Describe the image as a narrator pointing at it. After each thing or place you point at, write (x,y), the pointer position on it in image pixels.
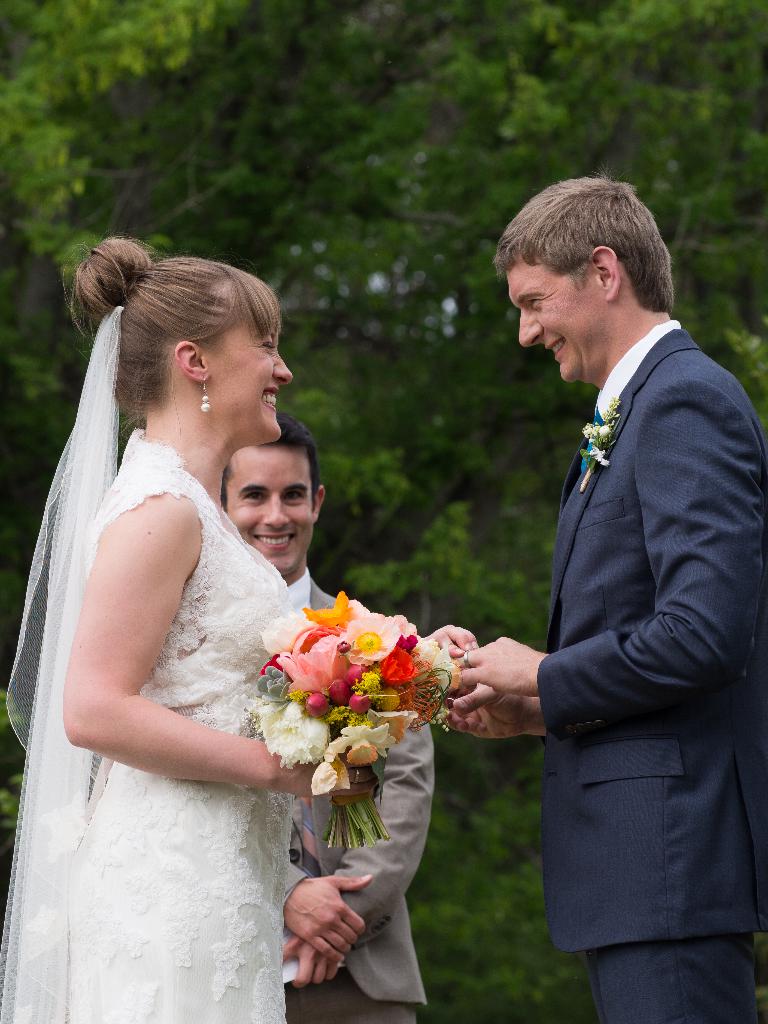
There is a man (655,462) and a woman (122,612). Woman (108,546) is wearing a veil (63,458) and holding a bouquet (318,702). In the back (301,586) there is a person (294,464). Also there are trees (266,107).
